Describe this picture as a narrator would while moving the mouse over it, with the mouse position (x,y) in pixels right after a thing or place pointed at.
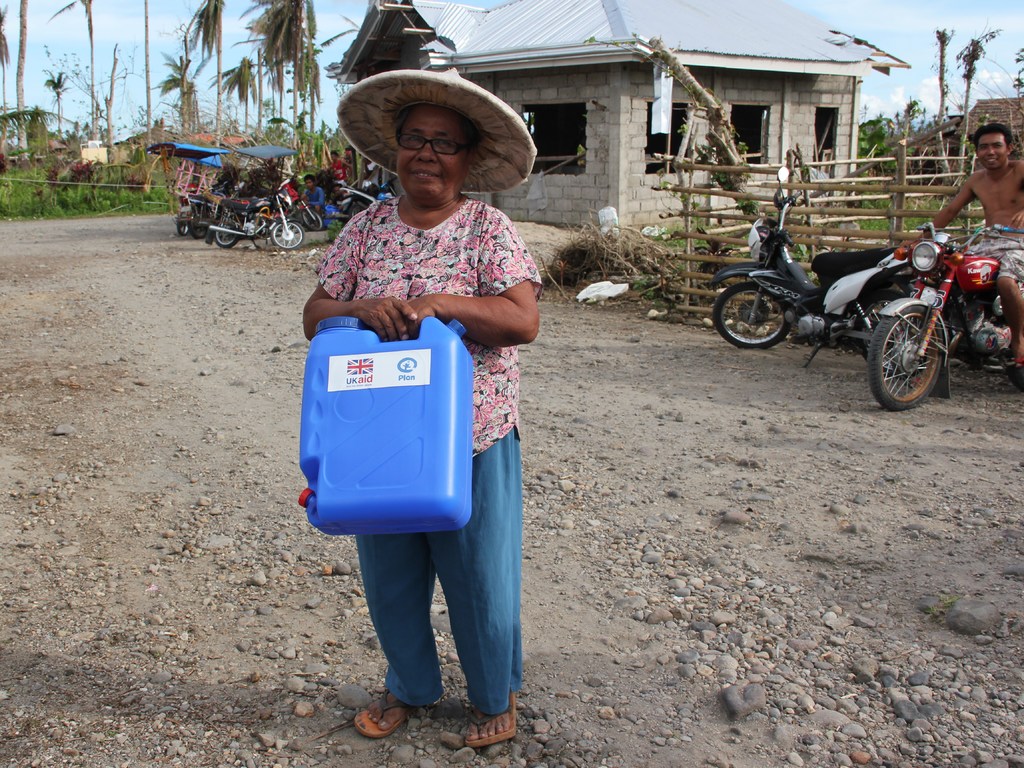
In this picture we can see a woman (397,334) standing on the road (710,645). She is holding a plastic can (369,411) with her hands (371,324). She has spectacles (449,154) and she wear a cap (461,81). And here we can see some persons (307,197) standing on the road (323,240) and these are the bikes (780,297). On the background (91,11) we can see some trees (21,91) and these are the plants (134,181). And there is a sky (887,25).
